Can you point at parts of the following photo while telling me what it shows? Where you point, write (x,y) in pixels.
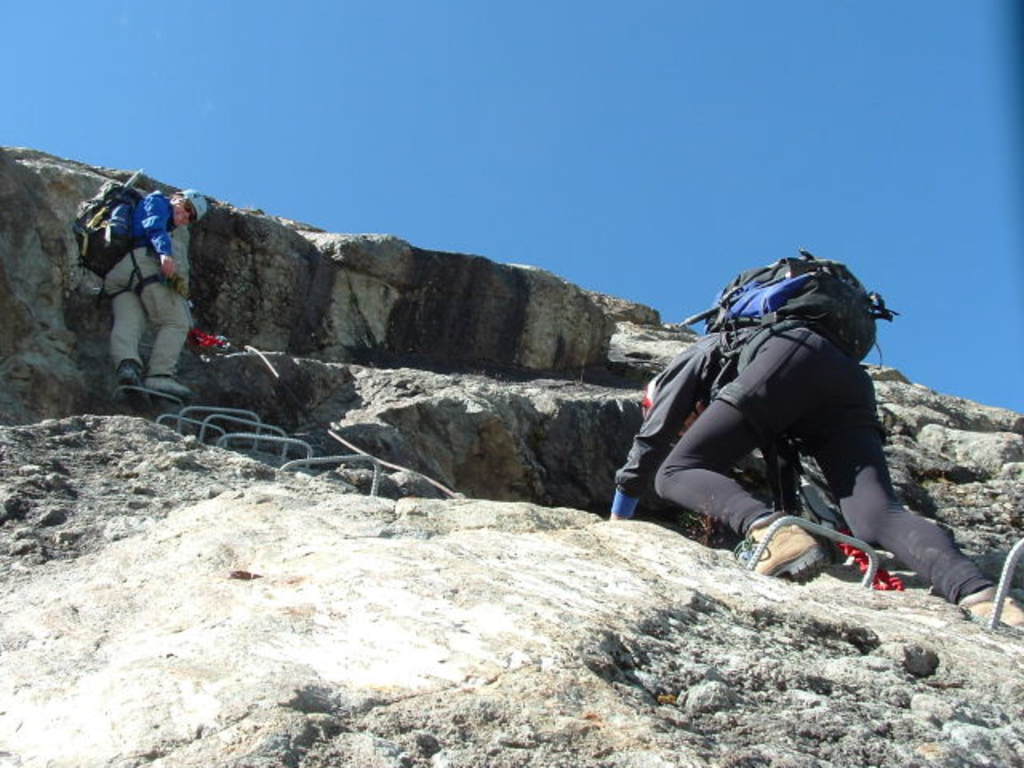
In this image, we can see people (164,260) wearing bags (111,243) and caps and here we can see rods (765,536) and there are rocks (368,415). At the top (397,113), there is sky (326,83).
